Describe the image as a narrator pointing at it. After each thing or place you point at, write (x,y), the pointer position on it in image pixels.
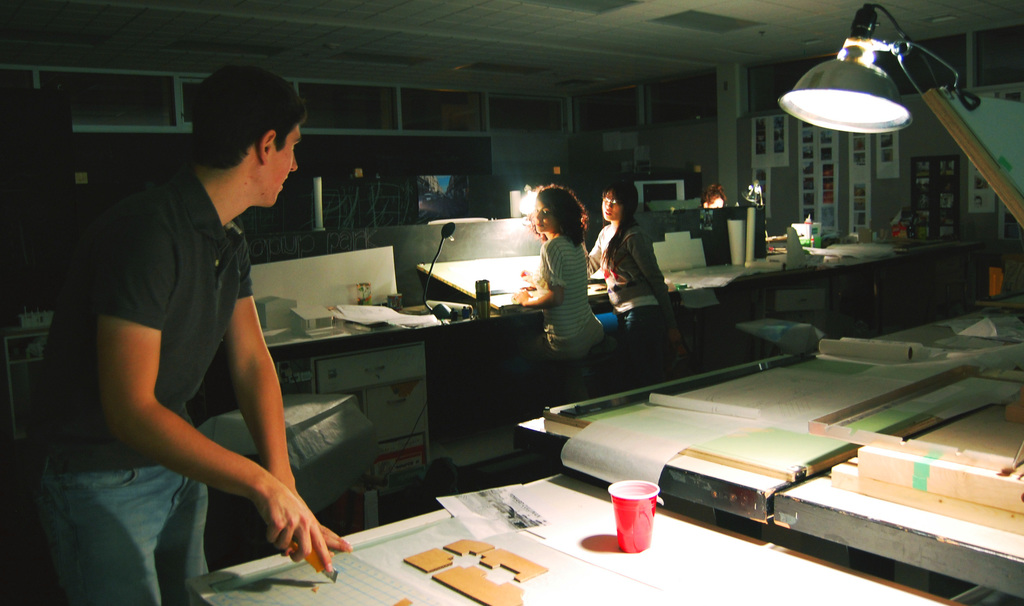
In this image, on the left side (172,289), we can see a man (214,279) wearing a black color shirt (215,331) is standing in front of the table (569,598), on the table (684,528), we can see a book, paper (467,525) and a glass (645,528). On the right side (714,469), we can also see another table (678,457). On the table (694,466), we can see a paper (659,433) and some wood objects (949,423). On the right side (868,34), we can see a lamp (870,20). In the middle of the image (558,277), we can see two women (627,271) standing in front of the table (505,318). On the table (589,281), we can see some objects (671,274). In the background (678,184), we can also see a monitor (668,193), window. at the top (782,27), we can see a roof (774,17). On the right side (799,173), we can see some picture (829,152) are attached to a wall (871,187).
